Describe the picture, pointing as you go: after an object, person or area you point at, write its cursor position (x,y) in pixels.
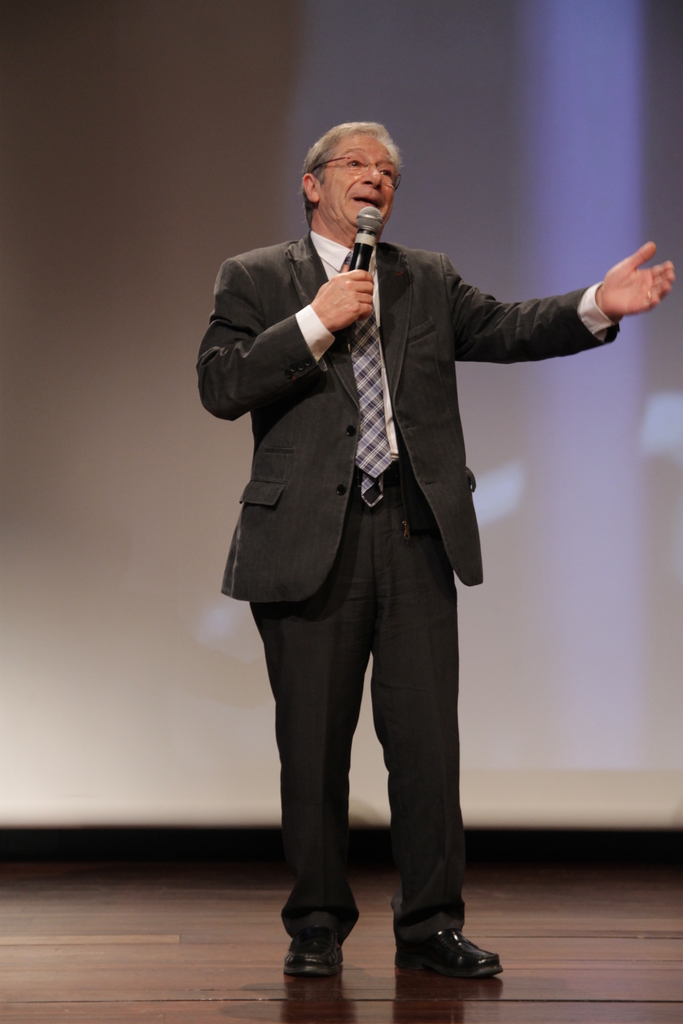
In the center of the image (293,472) we can see a man (364,522) is standing and wearing suit (381,250) and holding a mic (372,225) and talking. In the background of the image (56,401) we can see a screen (78,87). At the bottom of the image (259,906) we can see the floor (222,996).
